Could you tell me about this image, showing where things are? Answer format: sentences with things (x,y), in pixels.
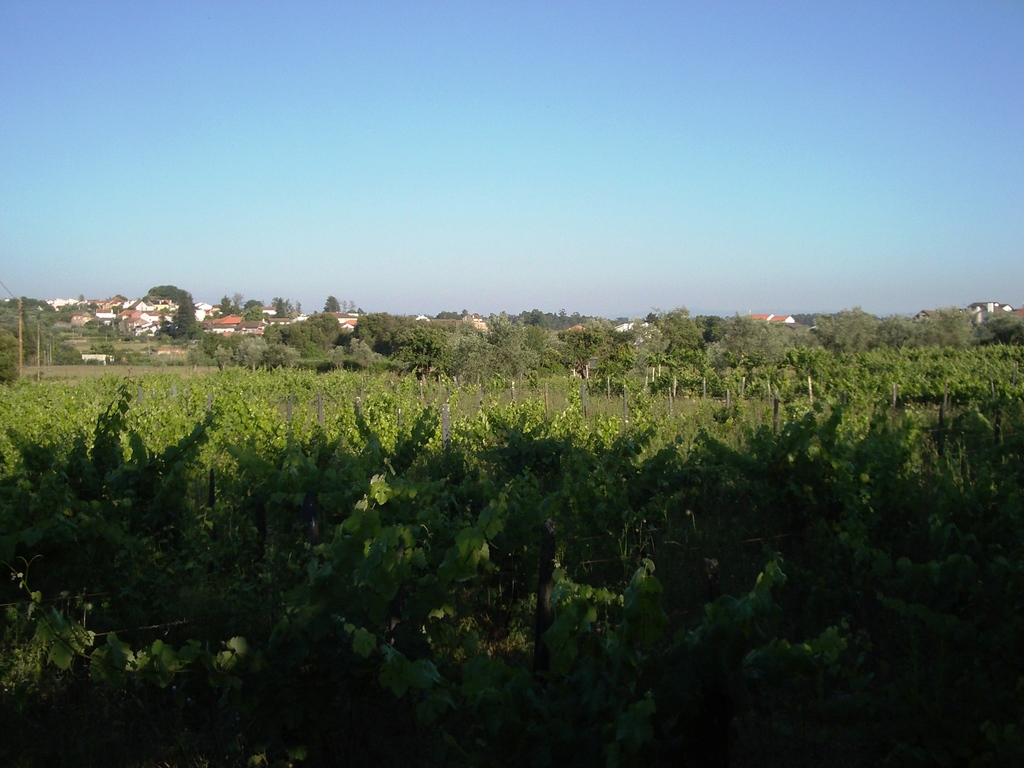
In this image we can see some plants (373,518), poles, trees (338,349) and houses (129,322), in the background (498,164) we can see the sky (561,156).
